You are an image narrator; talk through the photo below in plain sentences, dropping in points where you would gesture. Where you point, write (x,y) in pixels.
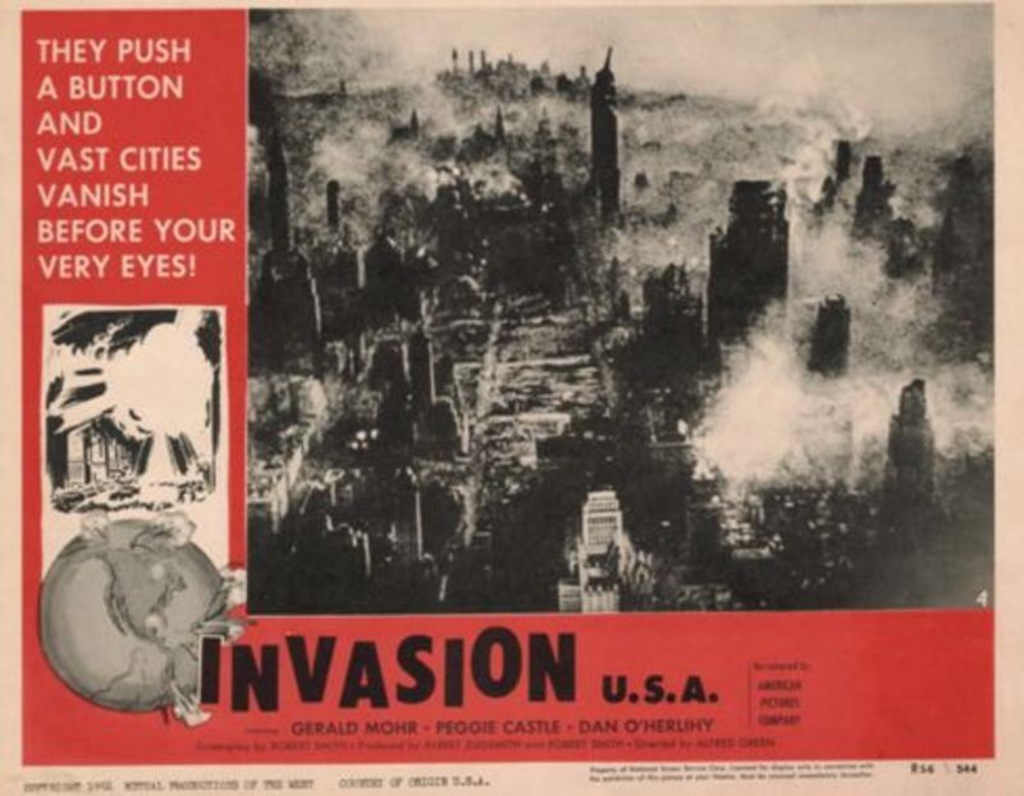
In this image we can see a poster (390,185) with some text (77,189) and image of buildings (599,231).
